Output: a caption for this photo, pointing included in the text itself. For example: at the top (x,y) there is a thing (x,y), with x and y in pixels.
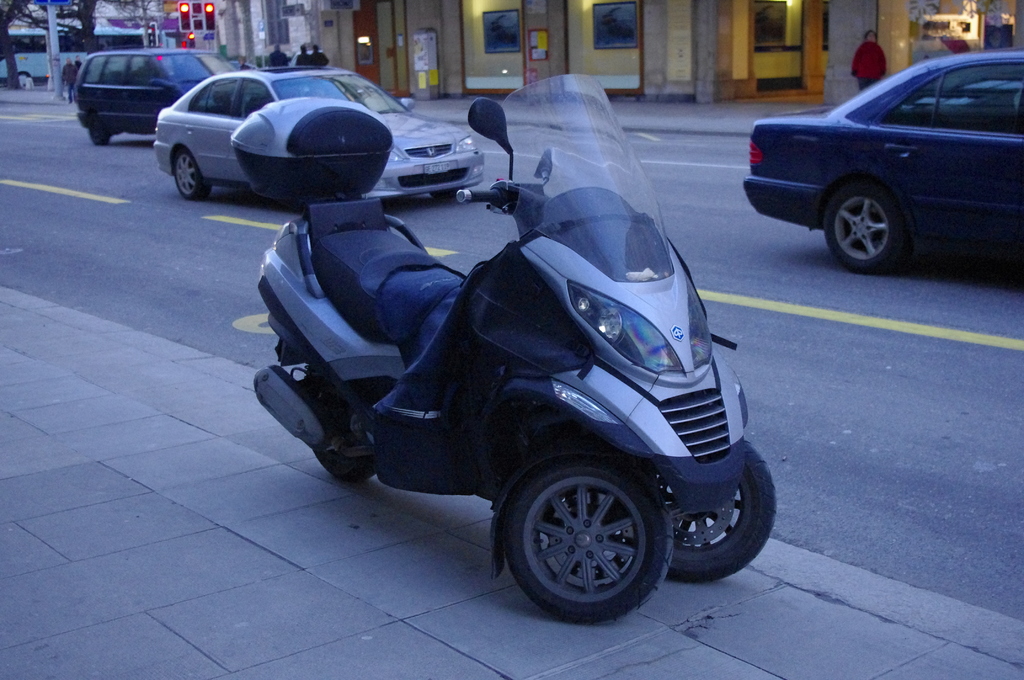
In this image there is a bike (567,450) in the bottom of this image (526,465). There are some cars (413,147) on the road (238,249) as we can see in the middle of this image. There are some buildings (490,41) in the background (688,25). There are some persons (869,60) standing on the left side of this image (312,60) and right side of this image (878,68) as well.
